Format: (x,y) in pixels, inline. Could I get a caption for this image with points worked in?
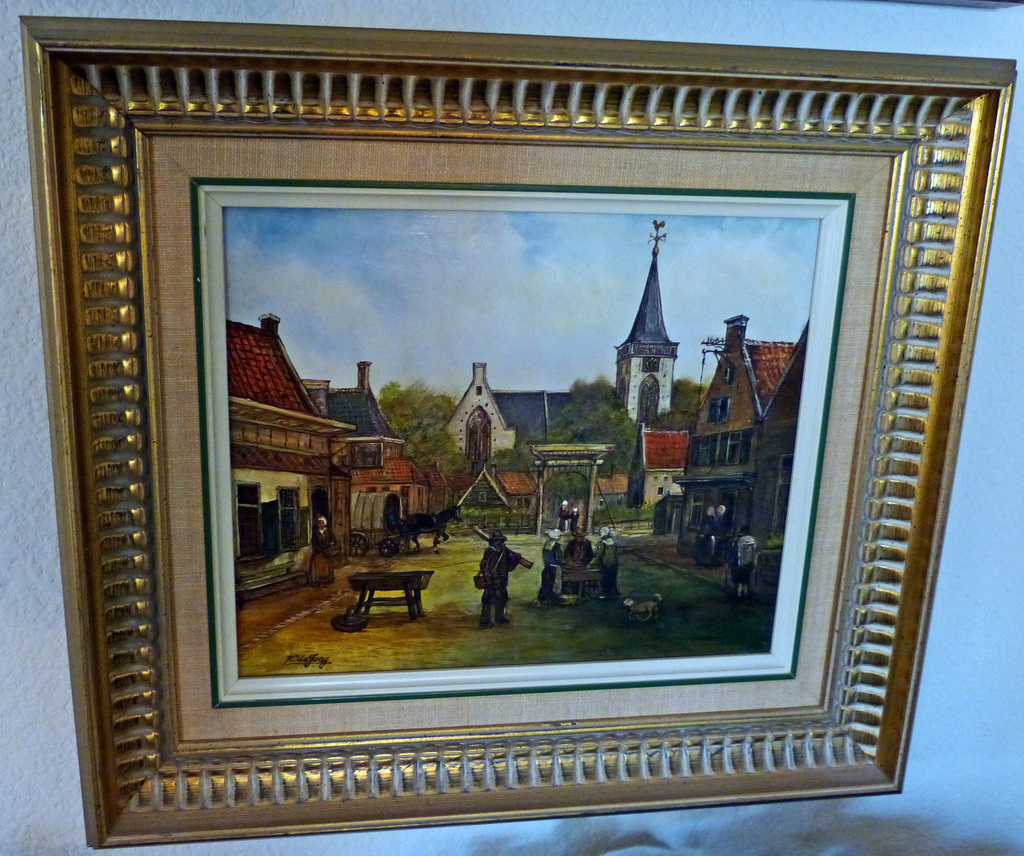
This is a frame and here we can see buildings (494,500), people (738,558), trees (517,470), poles (590,497), horse cart (447,523), stands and we can see an arch (564,459). At the bottom (868,824), there is a shadow (812,810).
